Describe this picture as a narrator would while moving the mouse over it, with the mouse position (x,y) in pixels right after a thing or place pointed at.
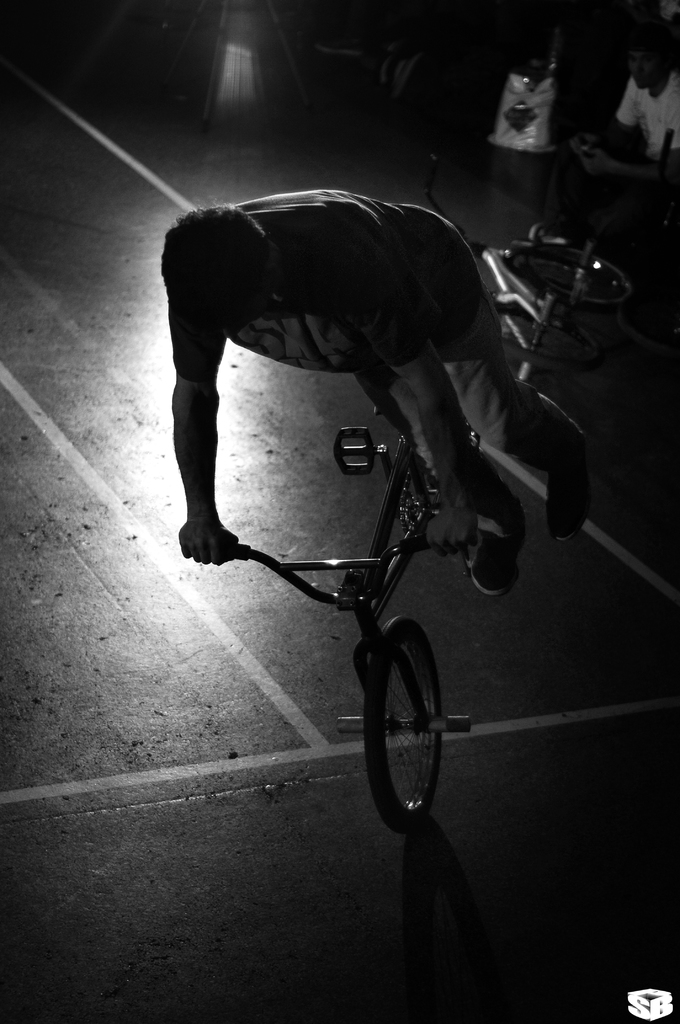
In this image, a human (359,369) is riding a bicycle (377,612). We can see here floor (236,777). There is an another bicycle (544,328) here. The right corner (659,142), we can see human (657,133).
